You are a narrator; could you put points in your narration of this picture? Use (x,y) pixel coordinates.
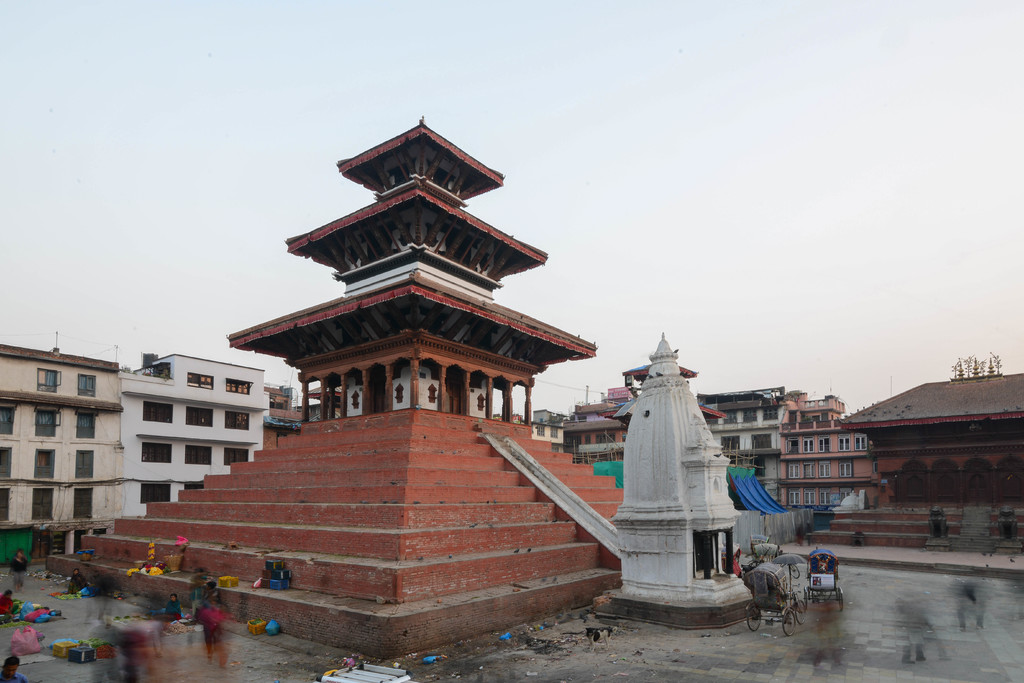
In this image, we can see some stairs (362,469) and there are some buildings (11,478), at the top (599,94) there is a sky (551,81) which is cloudy.
